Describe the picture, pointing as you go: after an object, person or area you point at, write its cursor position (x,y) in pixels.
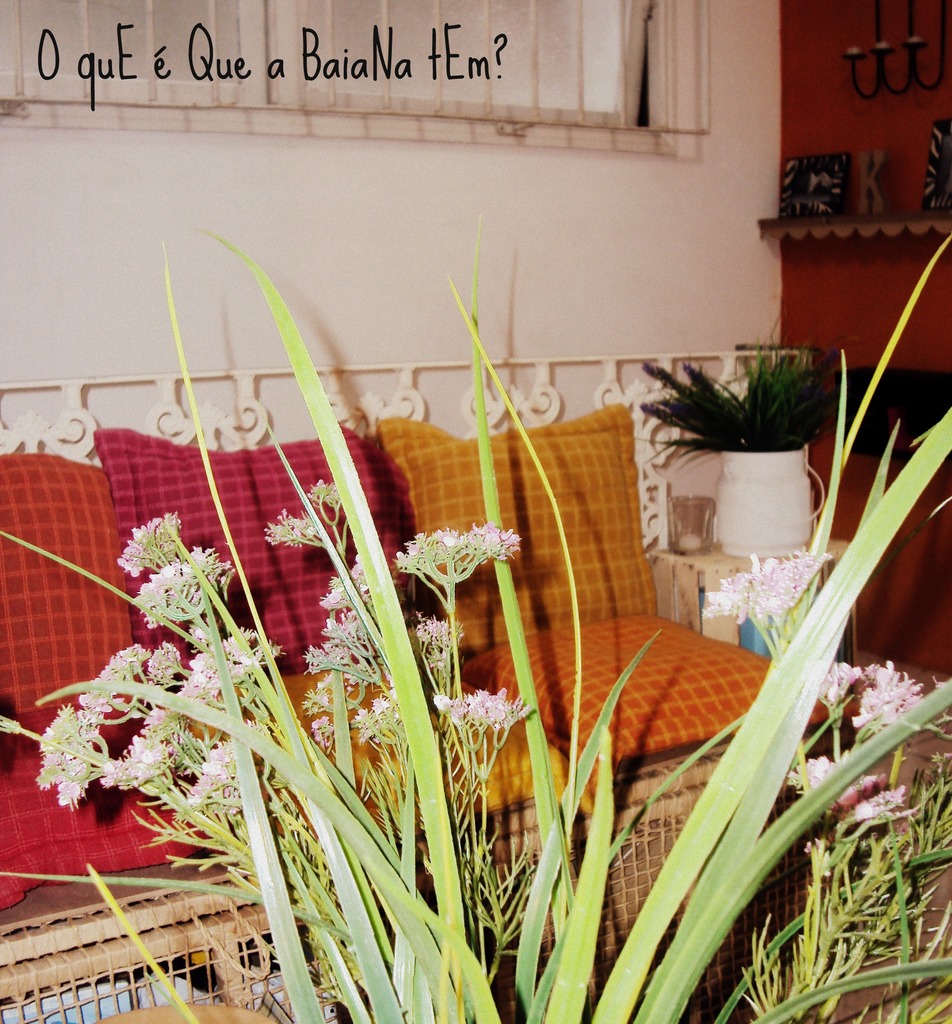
In this picture we can see flowers (767,574) and flower vases (743,489), beside to the flower vase (761,513) we can find a sofa (645,705) and metal rods (469,407).
